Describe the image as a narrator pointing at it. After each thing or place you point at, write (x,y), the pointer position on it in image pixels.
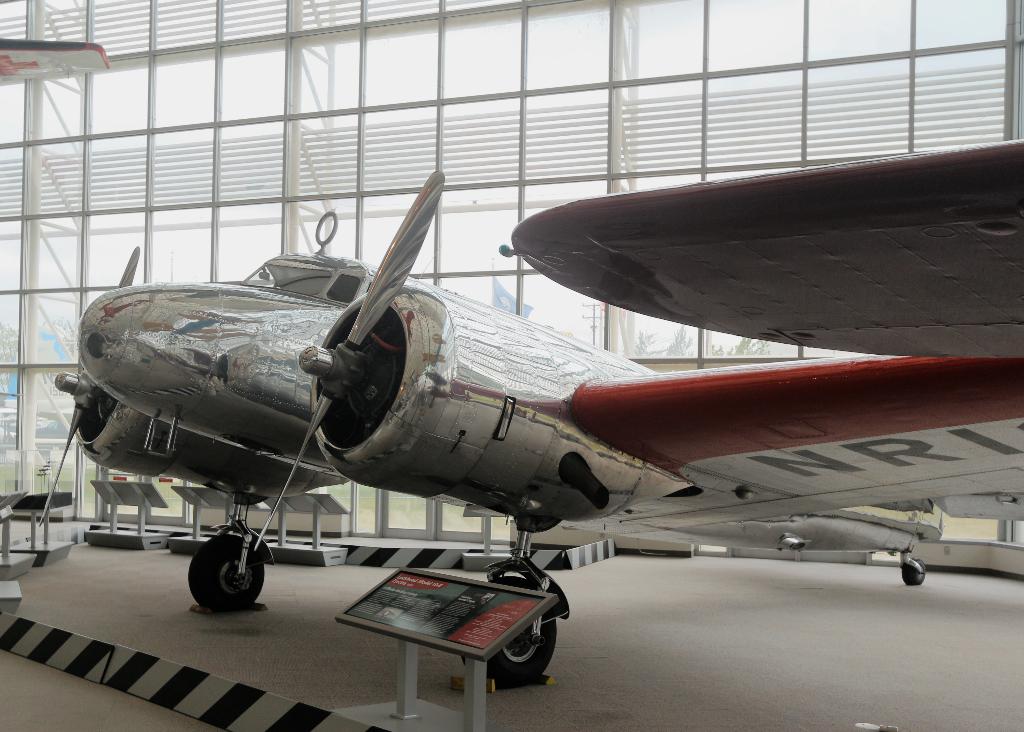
There is a silver color aircraft (590,398) parked on the floor (707,583) near a hoarding (461,588) of a building (628,92). Which is having glass windows (628,92). Through this windows (58,347), we can see, there are trees (749,350), buildings (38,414) and sky (262,231).
